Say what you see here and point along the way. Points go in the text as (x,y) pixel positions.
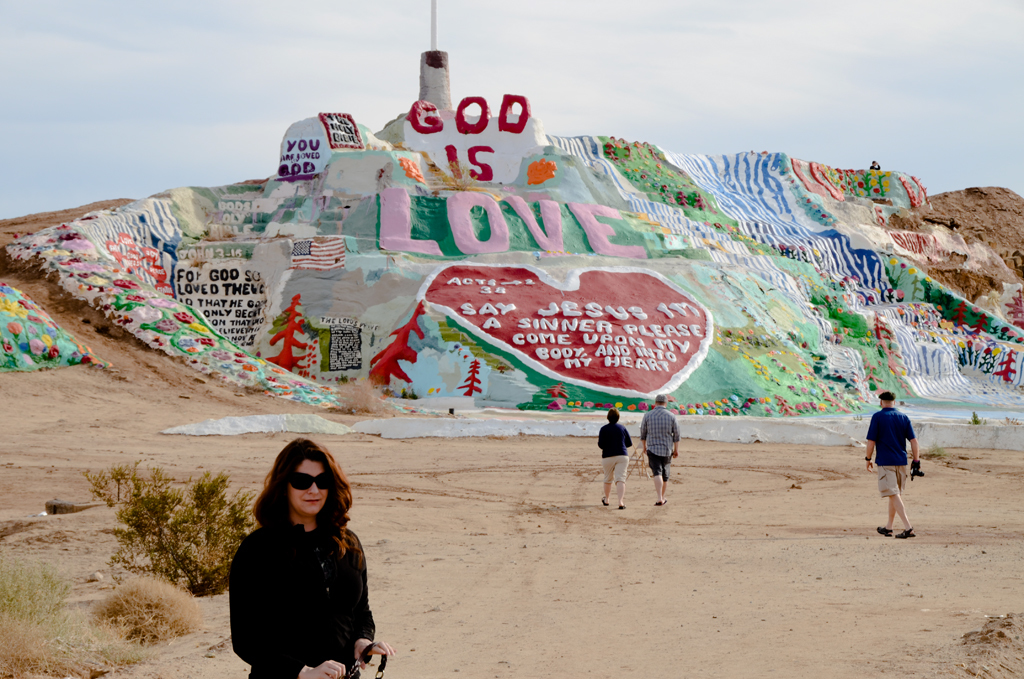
In this image there is a sand art (604,274). There is text (263,288) on the sand art (724,294). In front of it there are three people (893,462) walking on the ground (660,513). To the left (223,507) there are plants (135,546) on the ground (104,593). At the bottom (286,587) there is a woman (346,638) standing. At the top (403,44) there is the sky (467,27).
